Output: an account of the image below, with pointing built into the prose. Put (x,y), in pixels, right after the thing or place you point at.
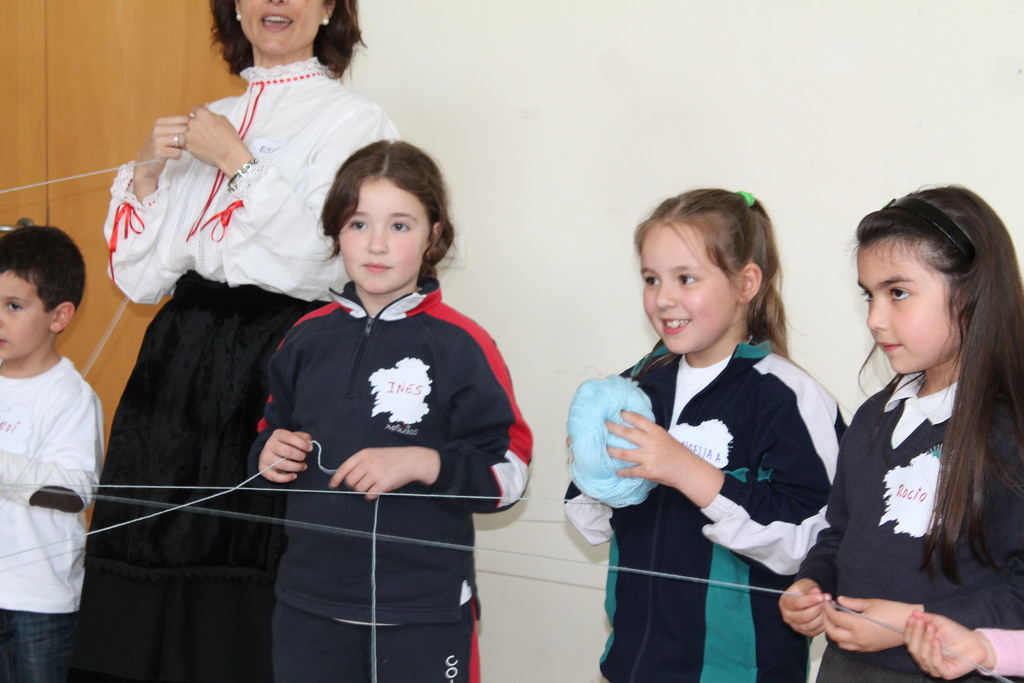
In the picture there is a woman (247,254) and a group of kids (498,421), they are holding a thread (348,530) and one of the kid (664,421) is holding a thread roll (602,451), in the background (481,314) there is a wall (491,161).
